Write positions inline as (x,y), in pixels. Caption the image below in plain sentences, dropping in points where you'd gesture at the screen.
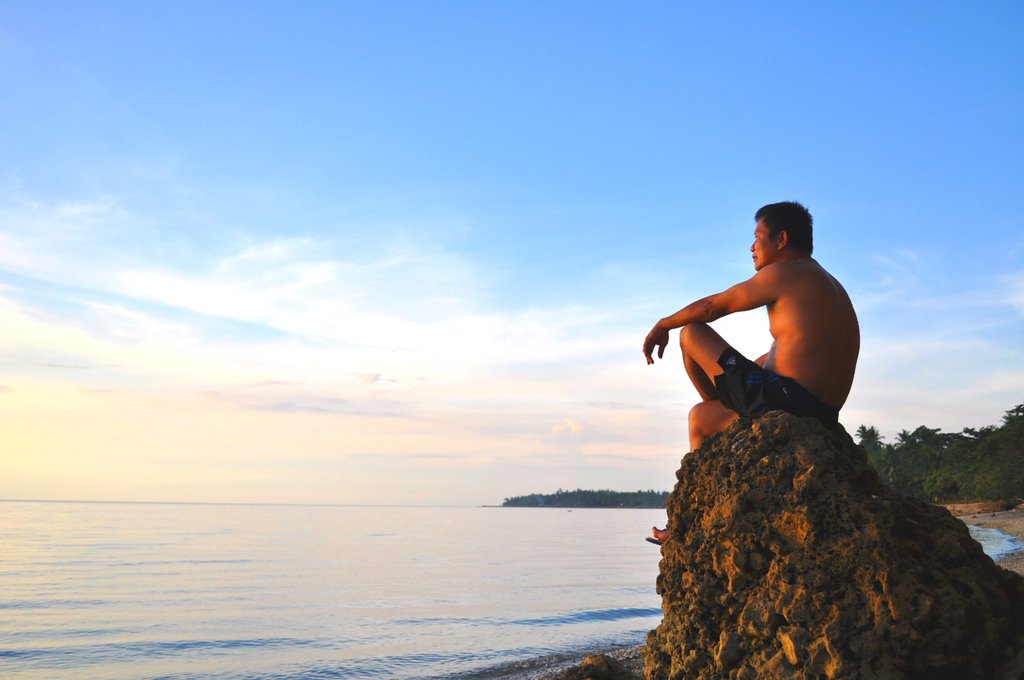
In this image we can see a person (770,298) sitting on the rock (725,599). In the background of the image (605,557) there are trees (960,462), water (544,562) and other objects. At the top of the image (654,140) there is the sky (354,177).
